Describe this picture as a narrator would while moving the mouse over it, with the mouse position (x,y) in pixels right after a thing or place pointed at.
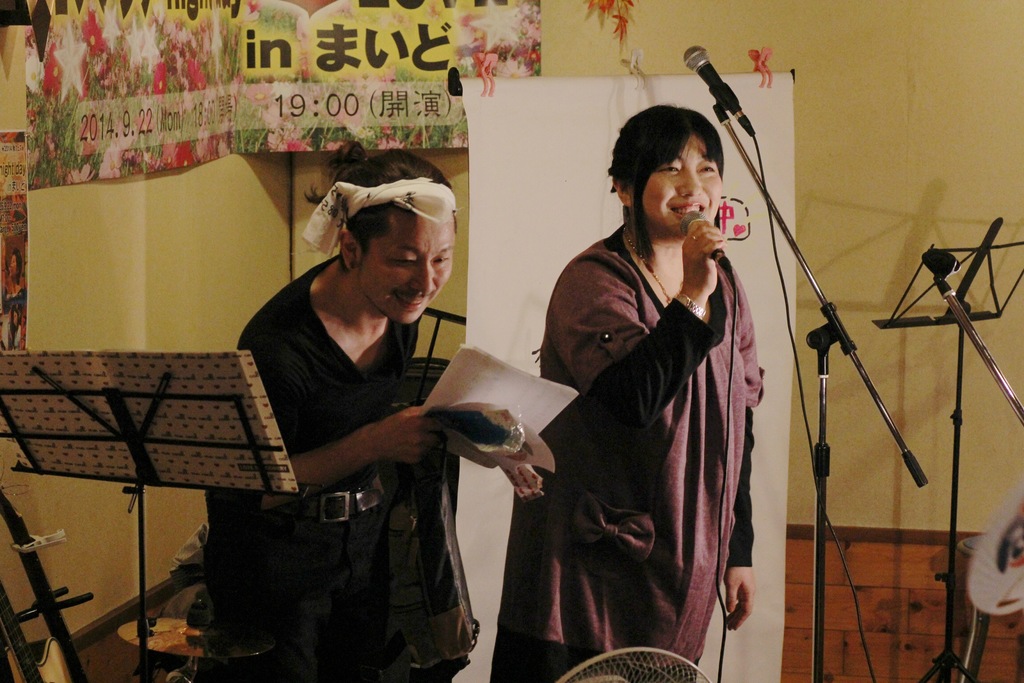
In this image there are two persons (593,493) standing. On the right side (694,445) the woman (612,263) is holding the mic (720,262). At the back side (509,170) there is a banner (562,175) and a wall (908,119).
